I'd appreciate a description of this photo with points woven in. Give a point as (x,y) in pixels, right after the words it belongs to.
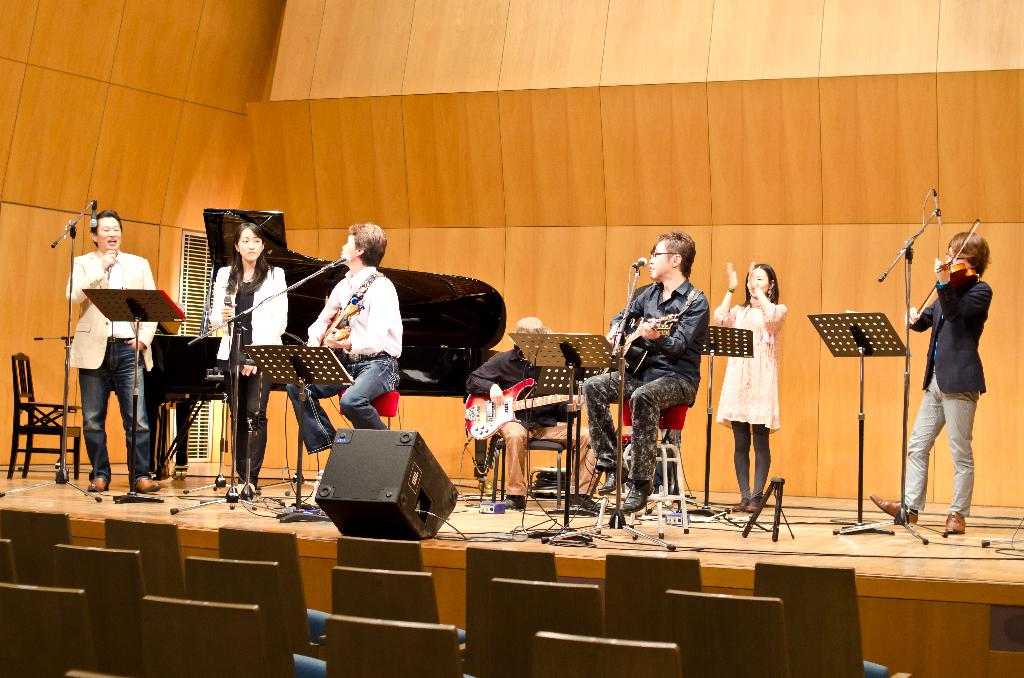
This image consists of seven persons (86,315). It looks like a concert. In the middle (481,424), there are three person (556,428) playing guitars (529,401). On the right (945,387), we can see a man (954,445) playing violin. On the left (92,305), we can see a man (107,355) singing. At the bottom (280,650), there are chairs (326,643). In the background (859,169), we can see a wall (231,164) made up of wood (433,109).
